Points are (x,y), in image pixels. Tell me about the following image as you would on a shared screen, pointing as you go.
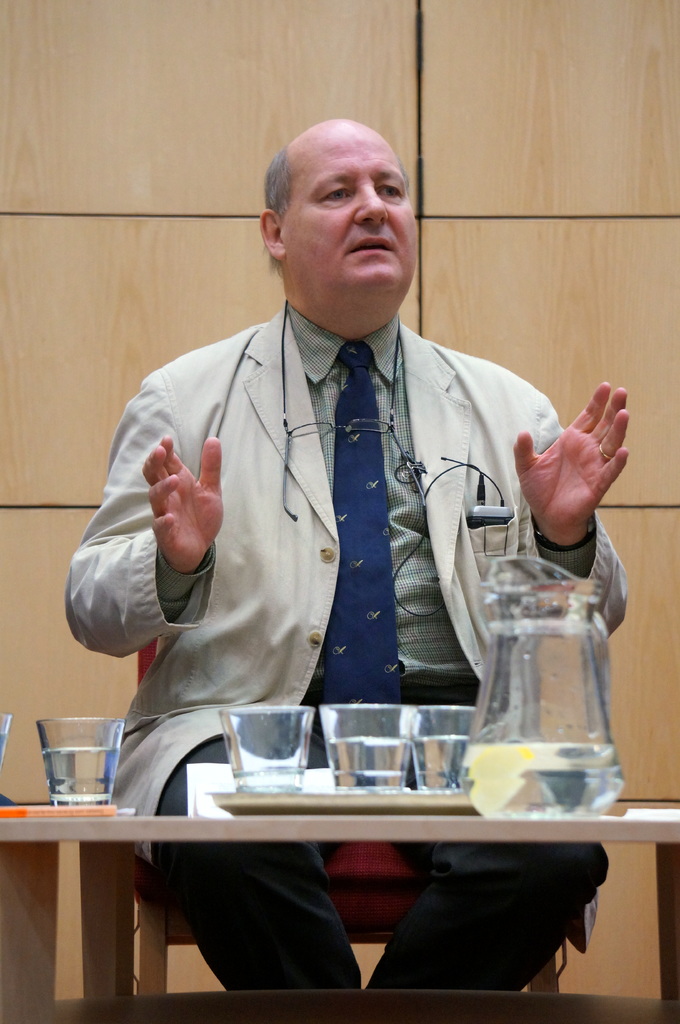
This is a zoomed in picture. In the foreground (569,775) there is a table (445,834) on the top of which a jug (548,681) and glasses of water (409,704) and some other objects (277,810) are placed. In the center (437,379) there is a man (310,367) wearing suit (275,572), sitting on the chair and seems to be talking. In the background (562,119) we can see the wall (51,514).
